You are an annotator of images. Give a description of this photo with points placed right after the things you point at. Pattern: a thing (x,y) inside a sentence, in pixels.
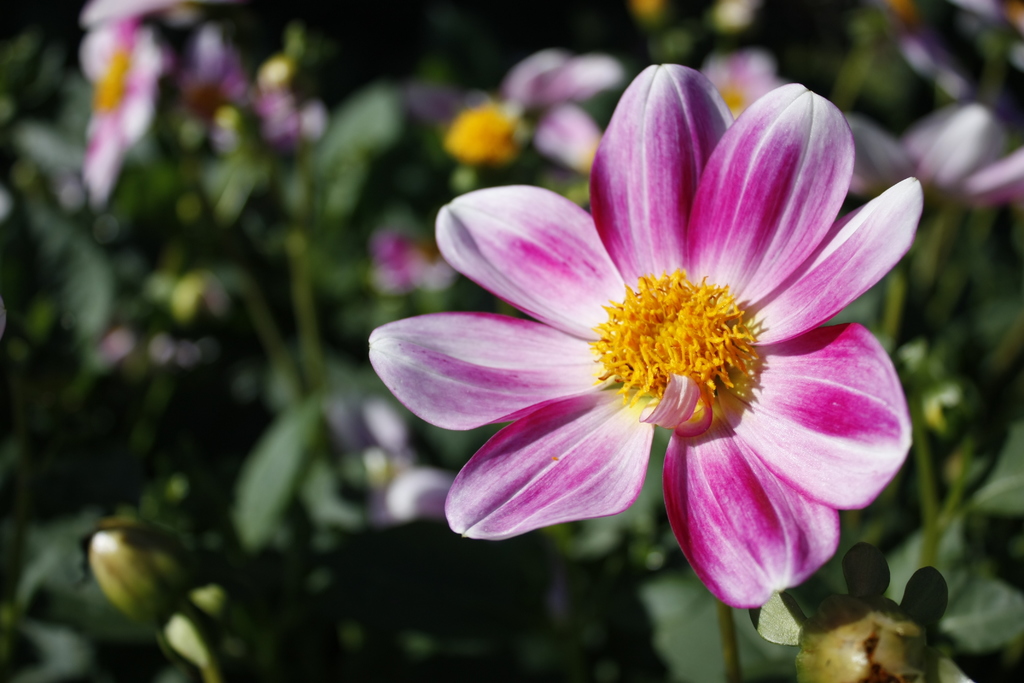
In the image in the center (503,391) we can see plants (370,267) and few flowers (630,164), which is in pink, white and yellow color.
